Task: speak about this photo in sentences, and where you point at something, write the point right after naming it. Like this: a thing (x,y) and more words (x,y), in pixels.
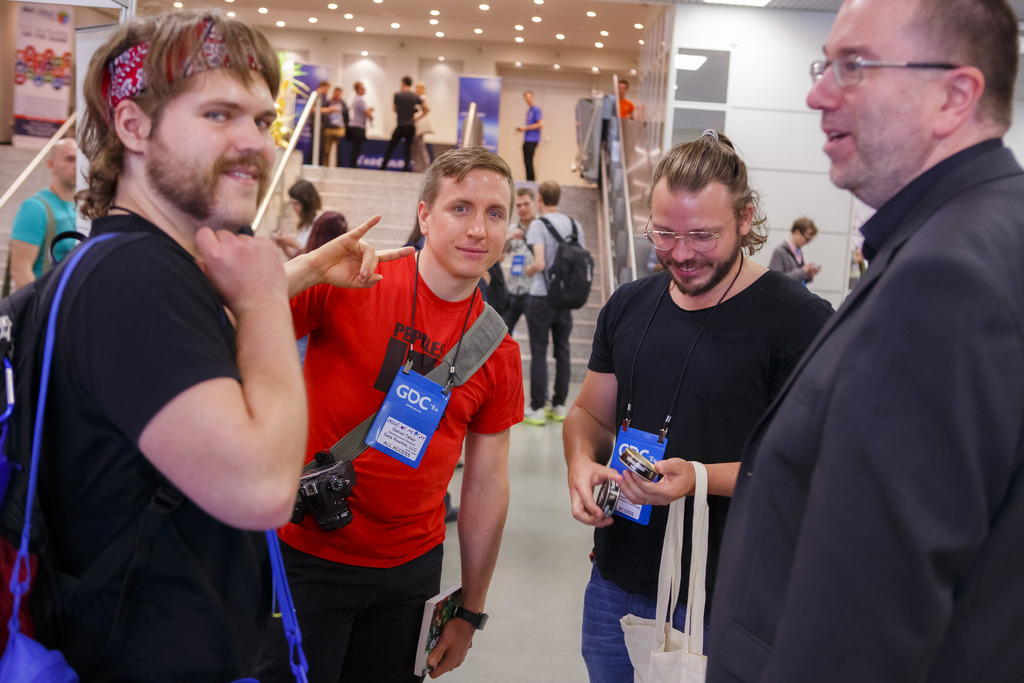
In this image I can see number of people (405,315) are standing and I can see most of them are carrying bags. In the front (482,377) I can see two of them are wearing ID cards (410,386) and I can also see a black colour camera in the front (303,484). In the background (280,161) I can see stairs (4,231), railings (3,201), number of boards (301,104), number of lights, a plant (286,79) and on these boards (34,99) I can see something is written.
